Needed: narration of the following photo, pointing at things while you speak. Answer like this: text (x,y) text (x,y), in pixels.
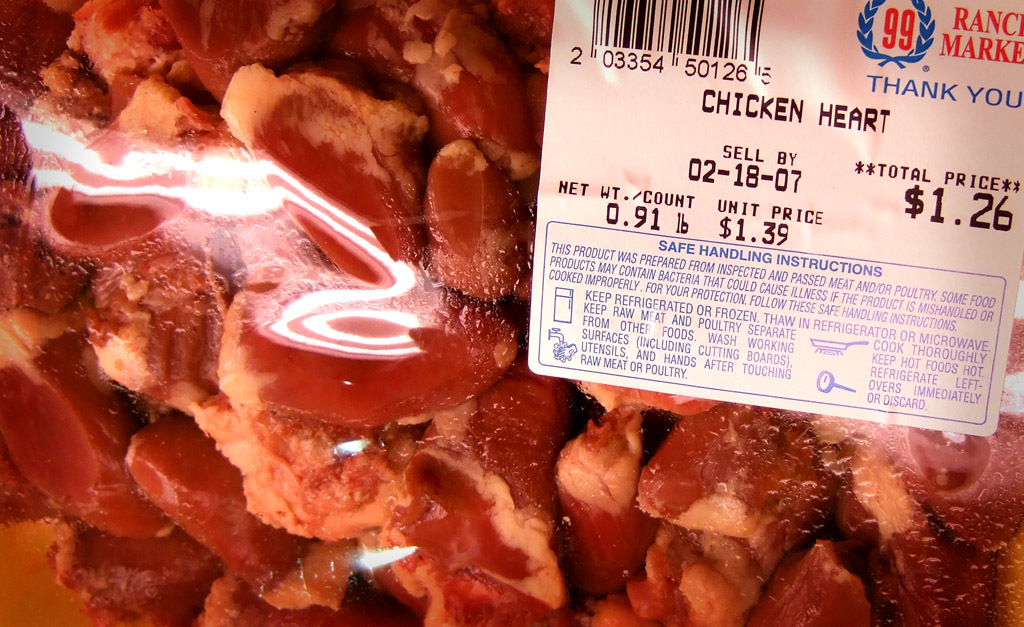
In this image I can see number of meat pieces (269,483) in a plastic cover (456,278) and on the right side of this image (984,364) I can see a white colour label (757,287). I can also see something is written on the label (833,205).
